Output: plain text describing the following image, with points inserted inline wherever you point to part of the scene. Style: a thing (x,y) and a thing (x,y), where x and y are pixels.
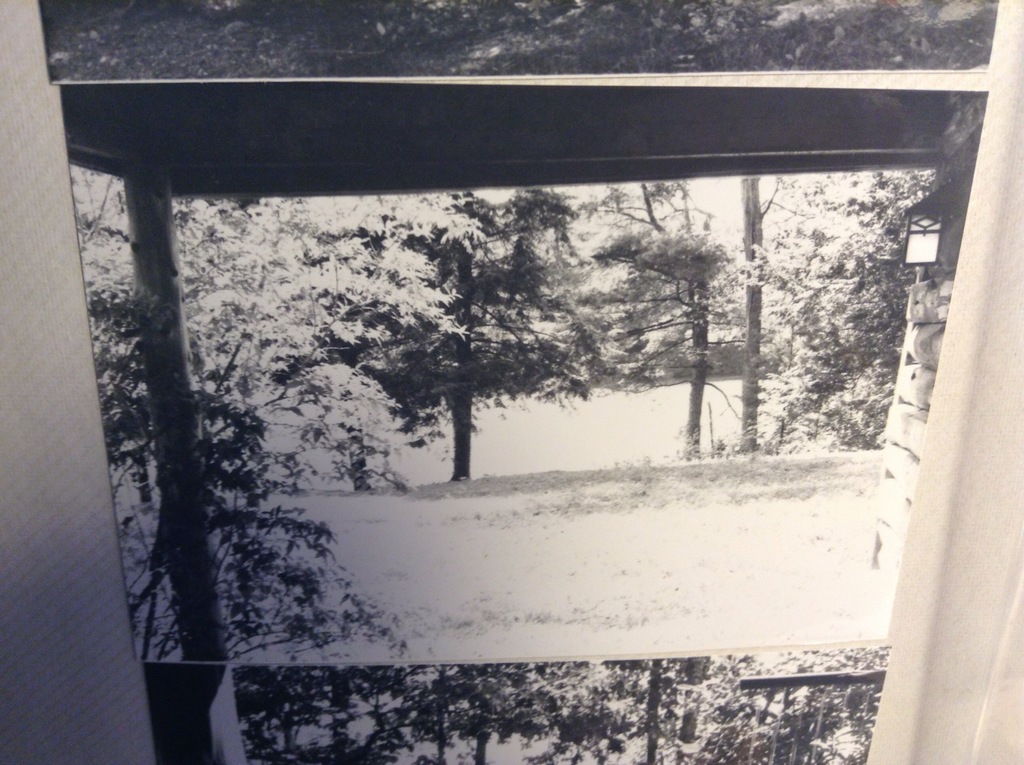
In this picture we can see curtains (929,505) and few trees (627,304), and it is a black and white photography.
